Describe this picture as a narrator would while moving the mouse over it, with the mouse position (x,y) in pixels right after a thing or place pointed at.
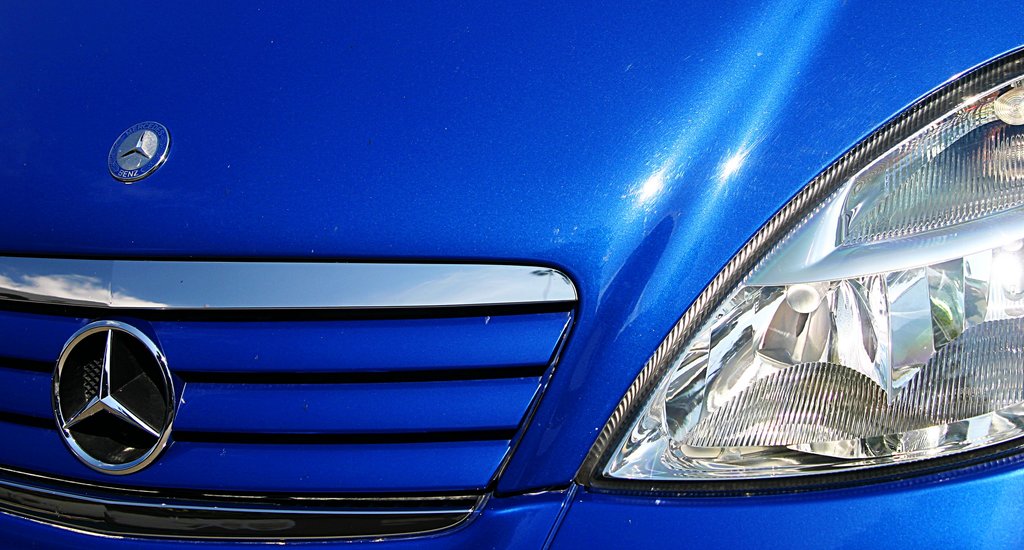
In the image we can see a vehicle (821,390), here we can see the headlight (856,383) of the vehicle (145,398) and the logo (117,171).
